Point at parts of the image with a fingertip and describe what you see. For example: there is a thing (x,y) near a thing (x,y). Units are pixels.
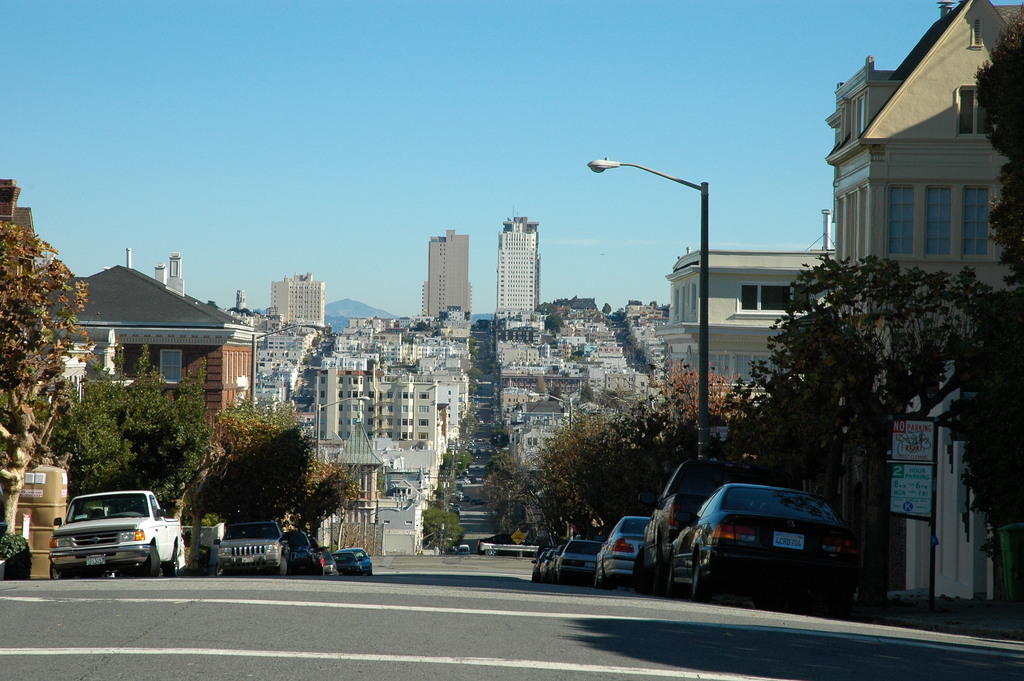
In the background of the image (376,355) there are buildings (459,345). There are trees (237,457). In the center of the image (483,355) there is road (323,591) on which there are vehicles (627,548). At the top of the image (450,76) there is sky (327,107). To the right side of the image (702,290) there is a street light (637,166).
